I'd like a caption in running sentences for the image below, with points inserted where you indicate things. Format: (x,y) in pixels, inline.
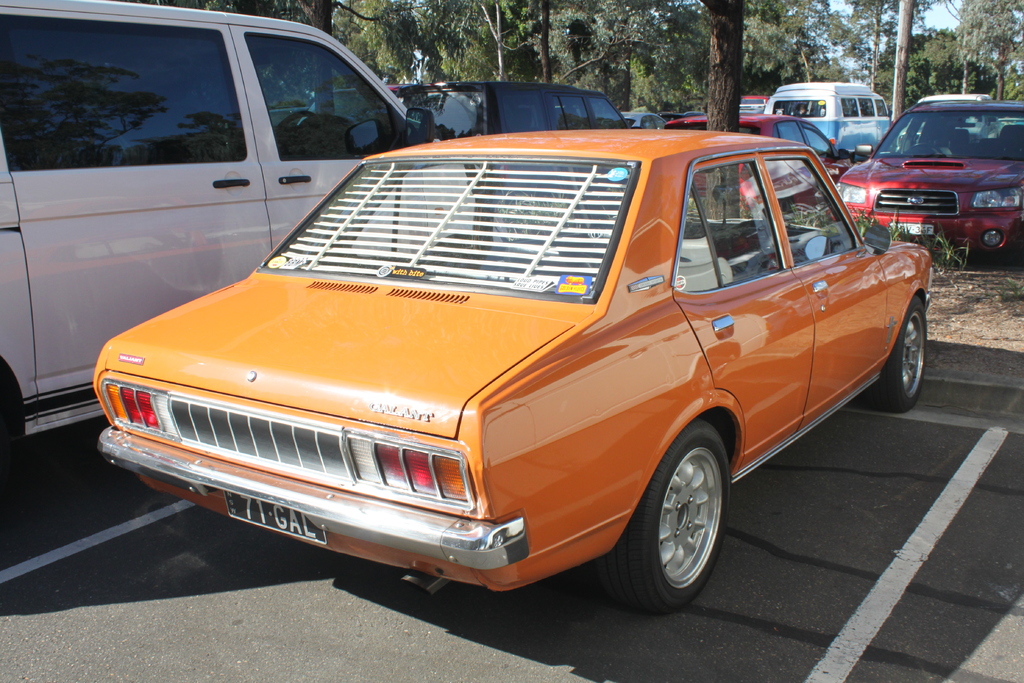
In this image I can see a car (501,329) which is orange in color on the road (843,526) and another car (192,279) which is white and black in color beside it. In the background (449,131) I can see few other vehicles (604,120) on the ground (843,542), few trees (741,87) and the sky (934,18).
